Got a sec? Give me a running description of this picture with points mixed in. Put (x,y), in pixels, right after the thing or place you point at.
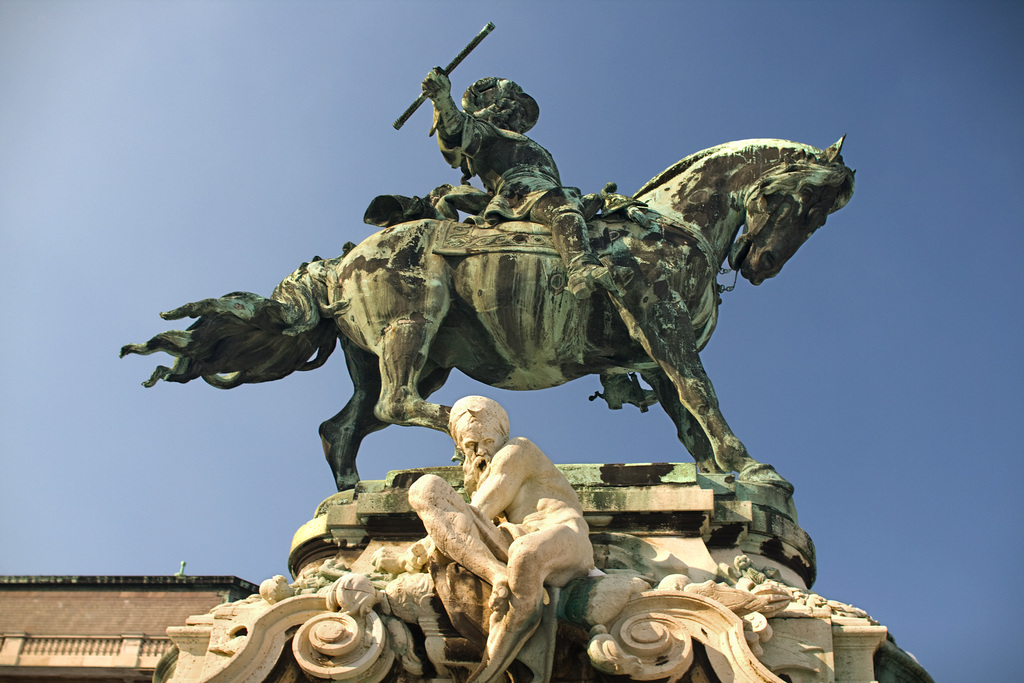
In this picture we can see statues (487,194) of a person (504,123) sitting on a horse (400,318) and holding a rod (478,42), building (130,678) and in the background (275,417) we can see the sky (152,487).
